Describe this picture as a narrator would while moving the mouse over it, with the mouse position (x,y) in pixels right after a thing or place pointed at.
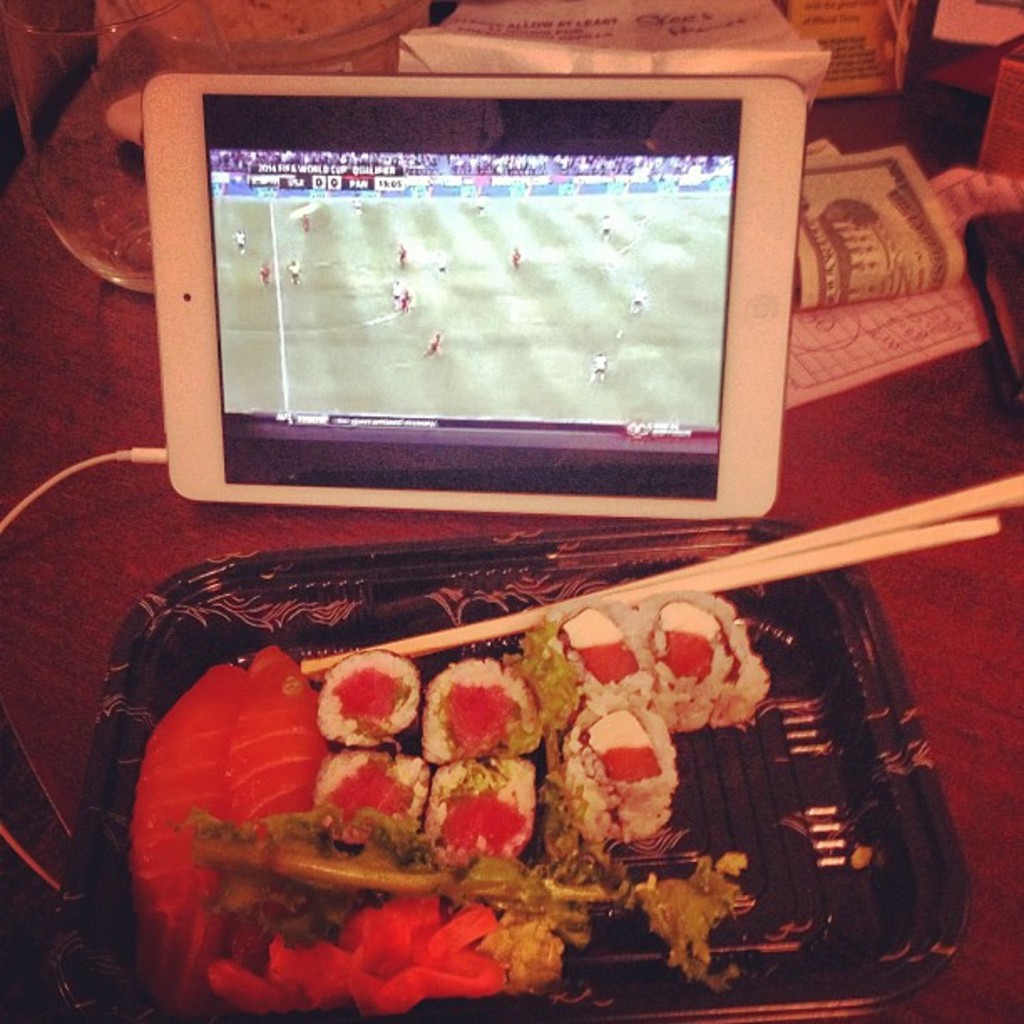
There is a table (912,494). On this table (954,416) there are money (882,230), glass (134,103), tab (173,309), and tab (187,461) is connected with a wire (88,461) and a tray (202,587). Tray (190,595) is containing food items (556,723) and chopsticks (737,583).
